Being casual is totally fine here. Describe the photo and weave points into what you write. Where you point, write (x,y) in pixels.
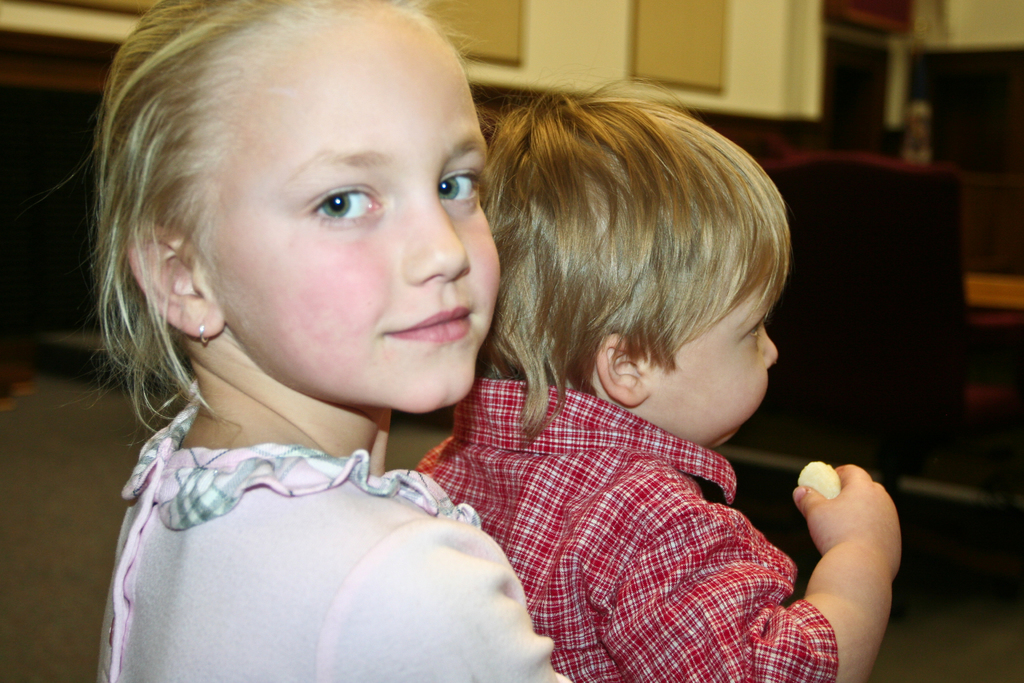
A little cute girl (425,367) is looking at this side, she wore a pink color dress (248,573). There is a little boy (591,185), he wore red color shirt (631,549).
